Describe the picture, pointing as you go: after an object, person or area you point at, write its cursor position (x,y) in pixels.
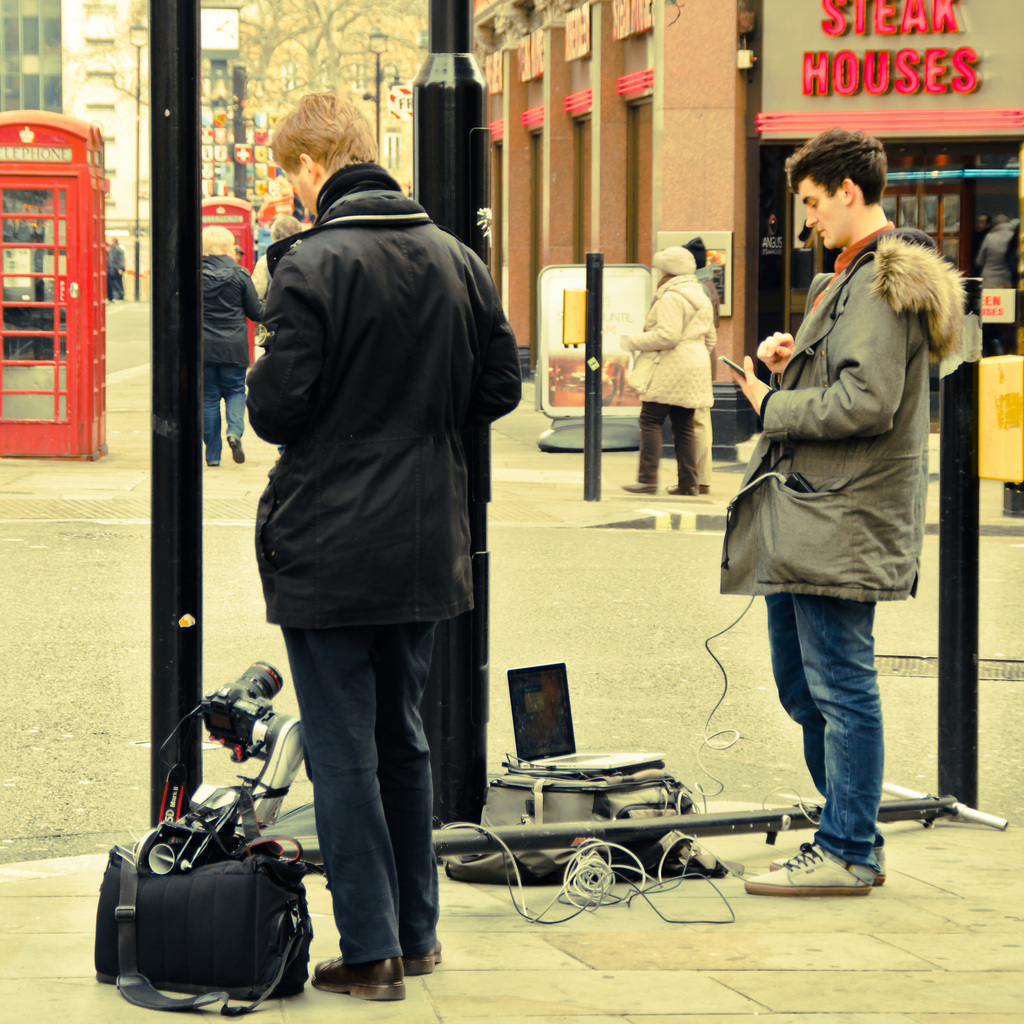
In this image I can see few people (359,331) and one person (748,364) is holding something. I can see a cameras (246,741) and bags (589,818) on the road (806,933). Back I can see buildings (494,44), trees (330,16), light-poles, boards (577,23), telephone booth (92,392) and stores (846,115).
